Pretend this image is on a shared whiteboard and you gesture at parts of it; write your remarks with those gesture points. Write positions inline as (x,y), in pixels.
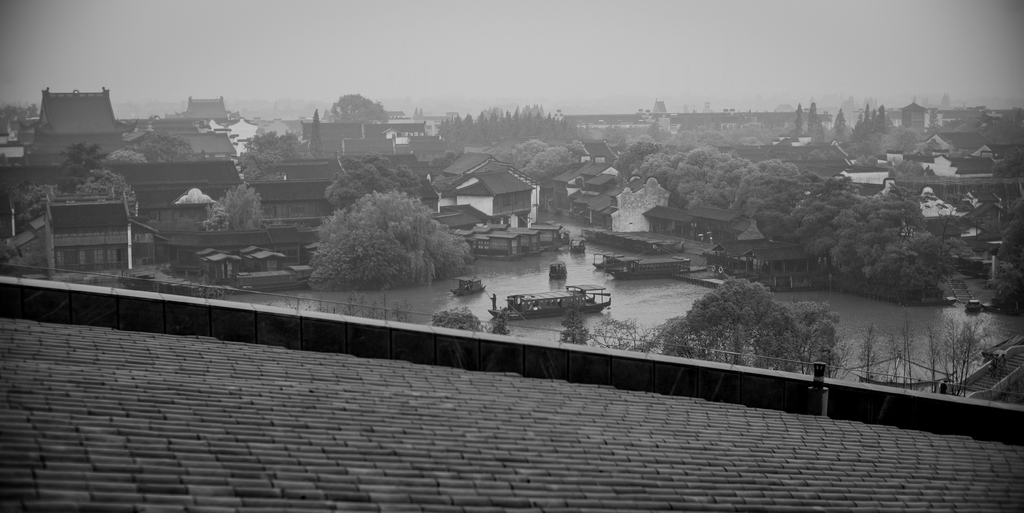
This image consists of many houses (432,206) and trees (869,270). In the middle (673,286), there is water (663,305) and we can see the boats (550,309). In the front (540,363), there is a roof (555,448).
